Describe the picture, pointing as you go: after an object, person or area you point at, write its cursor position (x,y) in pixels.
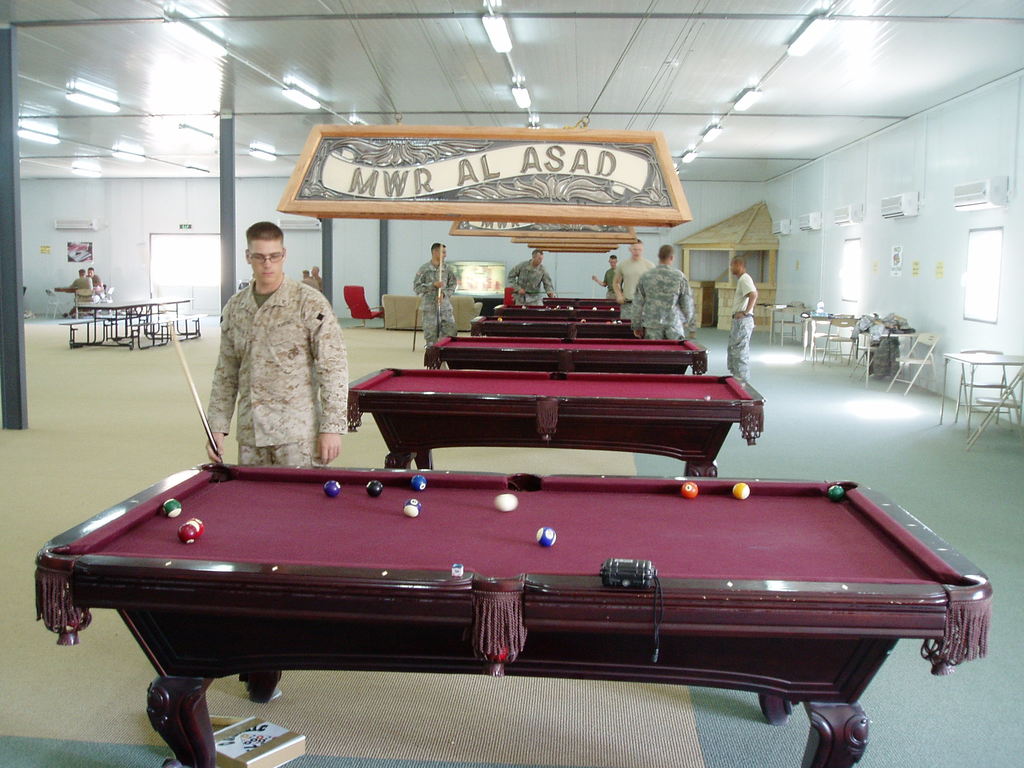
This picture shows few men (445,275) playing pool and we see few pool tables (530,339).
